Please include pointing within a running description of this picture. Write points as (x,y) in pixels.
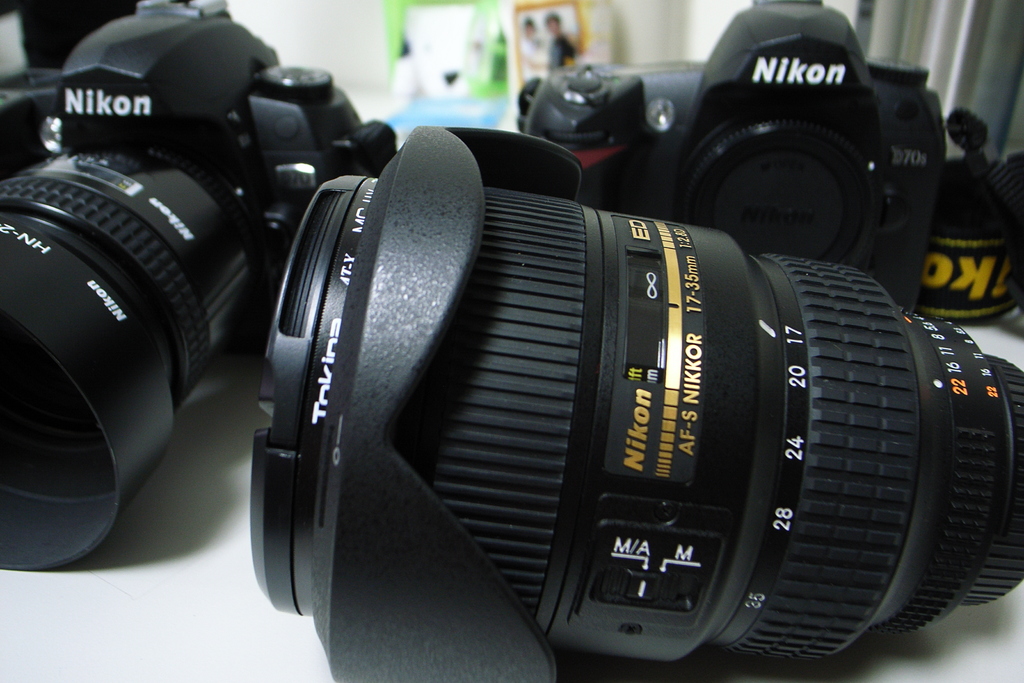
In this image I can see few black colour cameras (213,194) and a black colour lens (696,295). I can also see on these things (535,225) something is written and I can see this image is little bit blurry from background (652,23).
